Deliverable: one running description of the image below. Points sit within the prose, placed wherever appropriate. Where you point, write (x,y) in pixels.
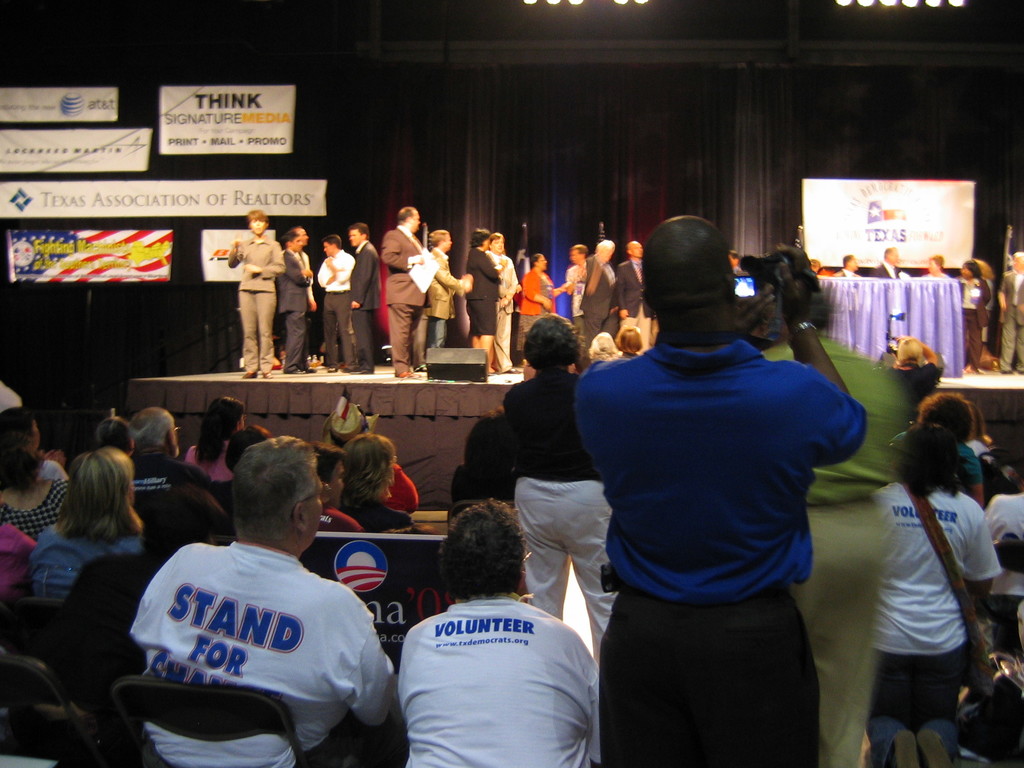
In this picture there are group of people (938,261) standing on the stage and there is a table (851,297) covered with purple color cloth (950,293) and there are hoardings (948,245) and there are curtains (773,110). In the foreground (223,686) there are group of people (198,512) sitting on the chairs (214,695) and there is a person (781,514) with blue t-shirt (795,486) is standing and holding the camera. At the top (846,5) there are lights (862,5).
